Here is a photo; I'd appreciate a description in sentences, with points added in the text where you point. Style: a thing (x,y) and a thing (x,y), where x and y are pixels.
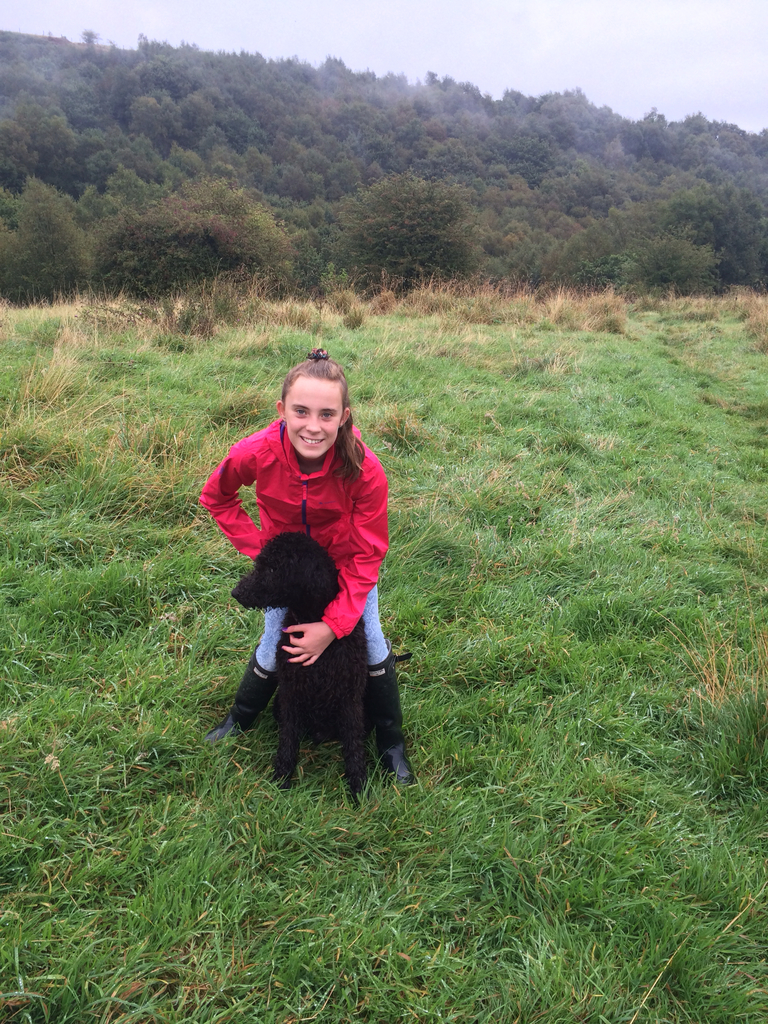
This person (338,613) standing and holding animal (306,594) and smiling, behind this person (291,445) we can see trees (513,143), sky (697,68). This is grass (592,813).
